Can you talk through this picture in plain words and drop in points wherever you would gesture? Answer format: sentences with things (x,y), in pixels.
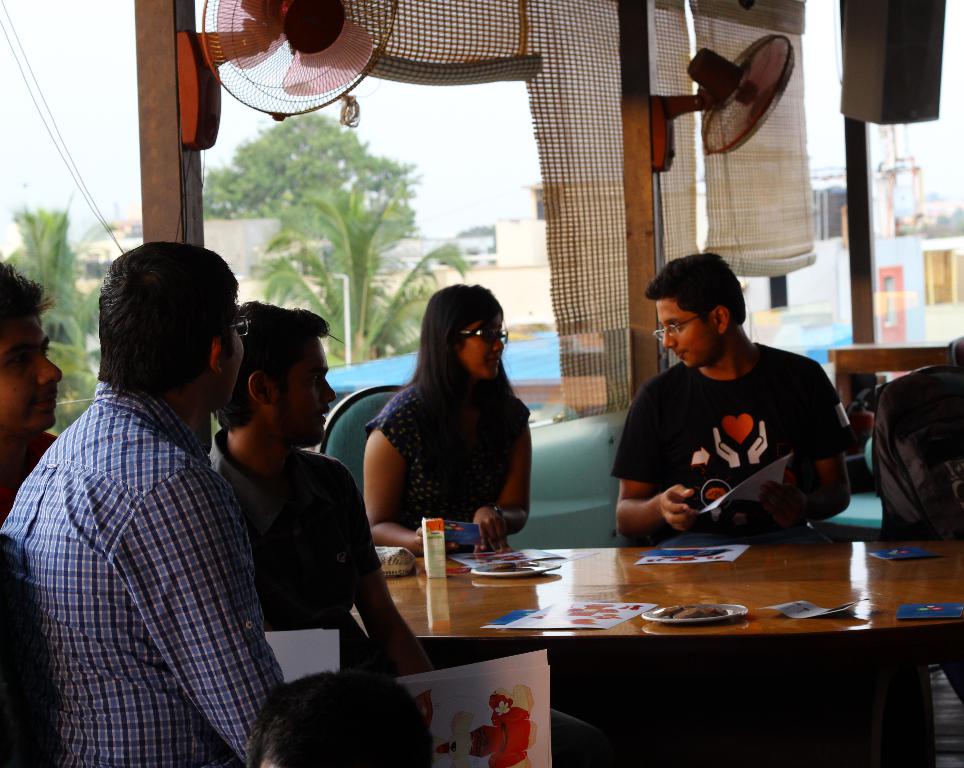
In this image i can see a group of people (651,527) are sitting on a chair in front of a table (562,599). On the table (514,590) we have some other objects (559,560) on it.
